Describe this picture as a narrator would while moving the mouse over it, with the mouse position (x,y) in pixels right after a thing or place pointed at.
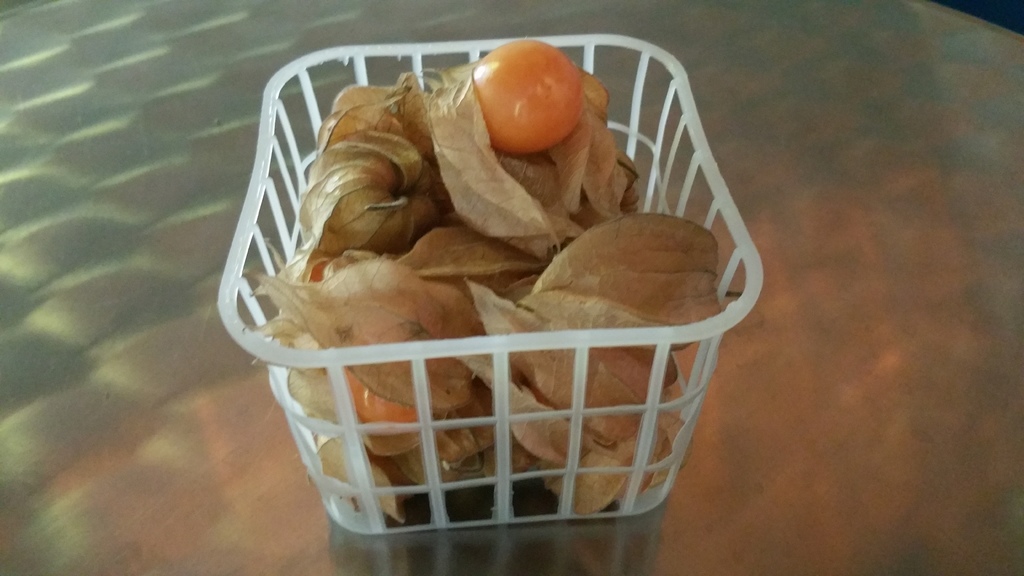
In the image on the surface (389,70) there is a basket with fruits (508,82) and peels (390,233).
